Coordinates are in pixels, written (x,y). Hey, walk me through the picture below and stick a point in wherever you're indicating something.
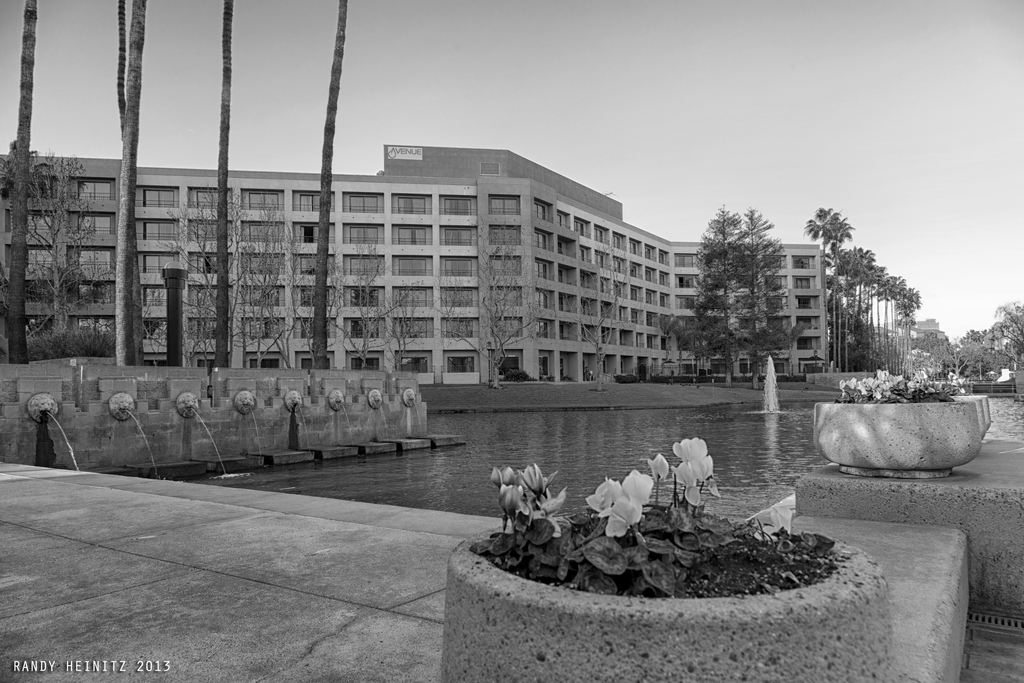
In this image I can see number of flowers (881,382) on the right side (696,453). In the background (729,488) I can see water (701,433), number of trees (131,189), a pole (175,264) and a building (430,215). I can also see a board (392,153) on the top of the building (403,175) and on the bottom left side of this image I can see a watermark (19,665). I can also see this image is black and white in color.
